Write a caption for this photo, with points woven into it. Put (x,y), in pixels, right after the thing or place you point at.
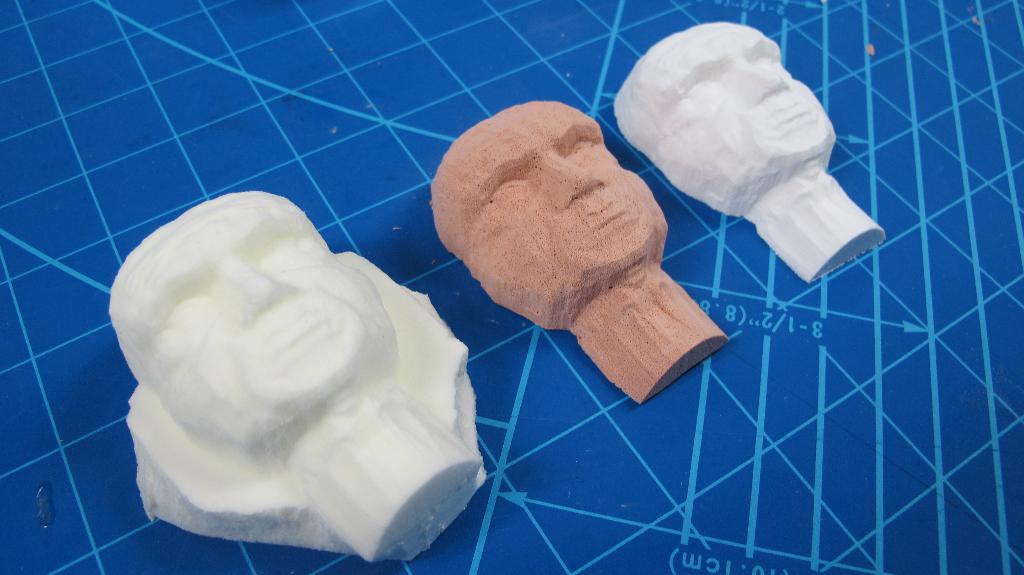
As we can see in the image there are statues (538,320) of human faces (639,259).
